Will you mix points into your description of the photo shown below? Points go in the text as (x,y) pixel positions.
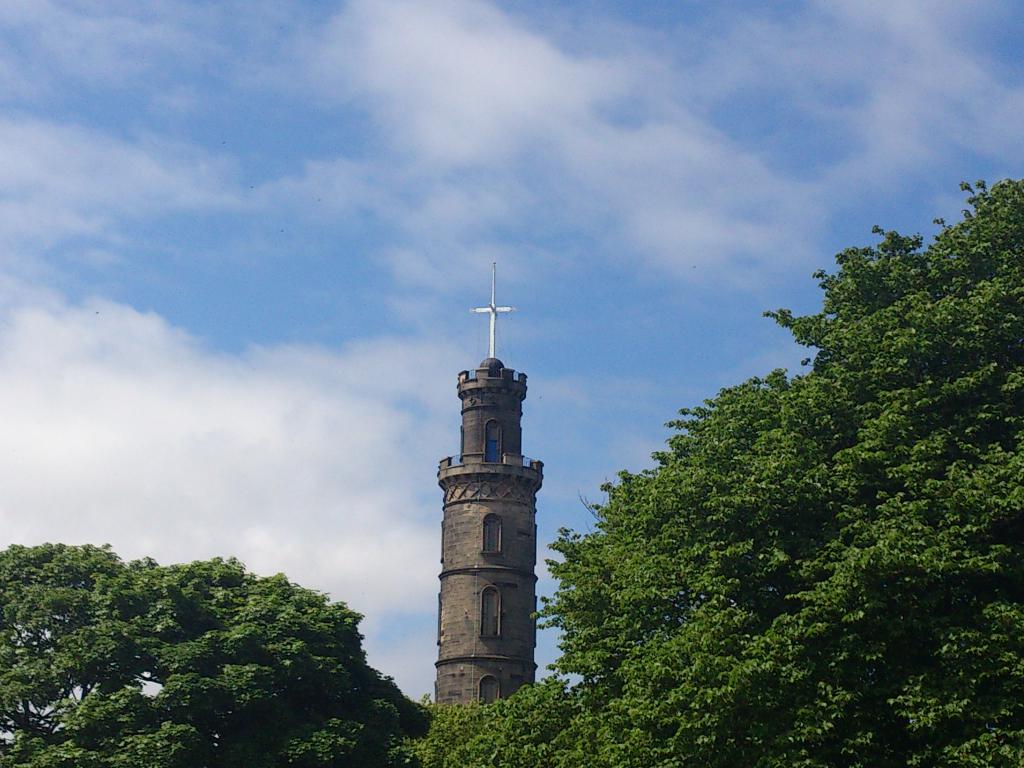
In the middle of the image (494,478), we can see a tower (493,592), walls (464,608), windows (494,532) and railings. On the top of the tower (471,427), we can see cross shape object (486,311). On the right side (806,498) and bottom of the image (782,680), we can see trees (791,688). Background (516,362) there is the sky (255,254).
